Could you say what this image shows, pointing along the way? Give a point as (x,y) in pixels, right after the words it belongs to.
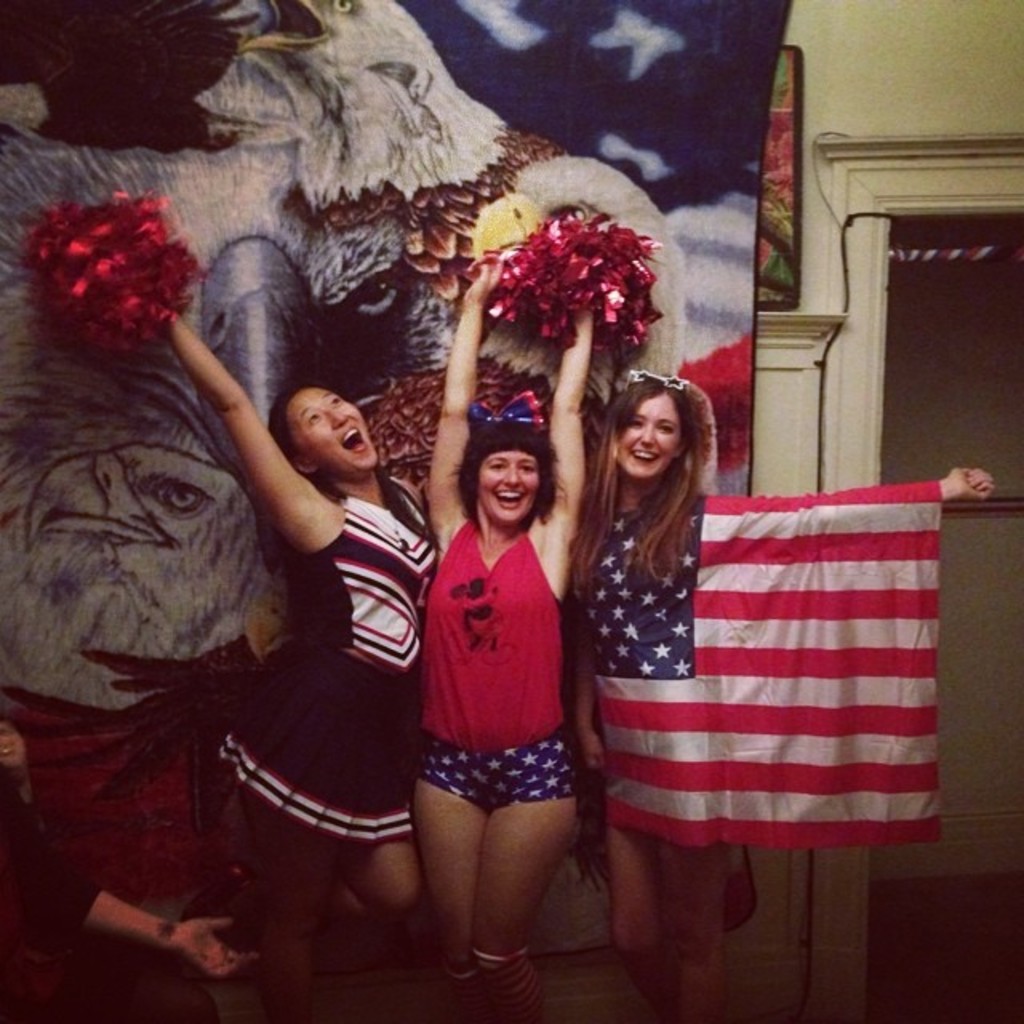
3 women (674,639) are standing. The woman (592,679) at the right (689,739) is wearing a Us flag dress (683,714). 2 women (341,789) at the left (327,796) are holding red pom poms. There is a hand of a person (40,875) at the left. There is a bed sheet (714,22) behind them which has eagle print (100,67) on it. There is a black wire (818,485) at the right (867,214) back.
